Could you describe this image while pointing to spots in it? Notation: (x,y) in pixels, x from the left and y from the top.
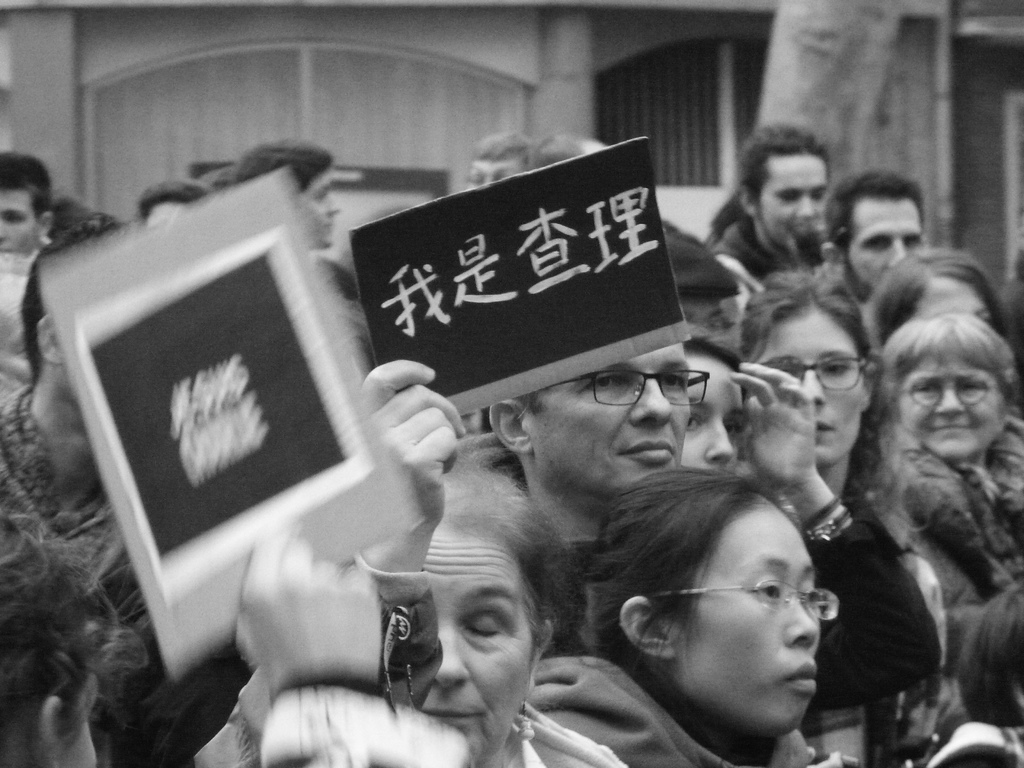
In this image I can see some people (498,599). I can see the boards (341,340) with some text (479,266) written on it. I can also see the image is in black and white color.
